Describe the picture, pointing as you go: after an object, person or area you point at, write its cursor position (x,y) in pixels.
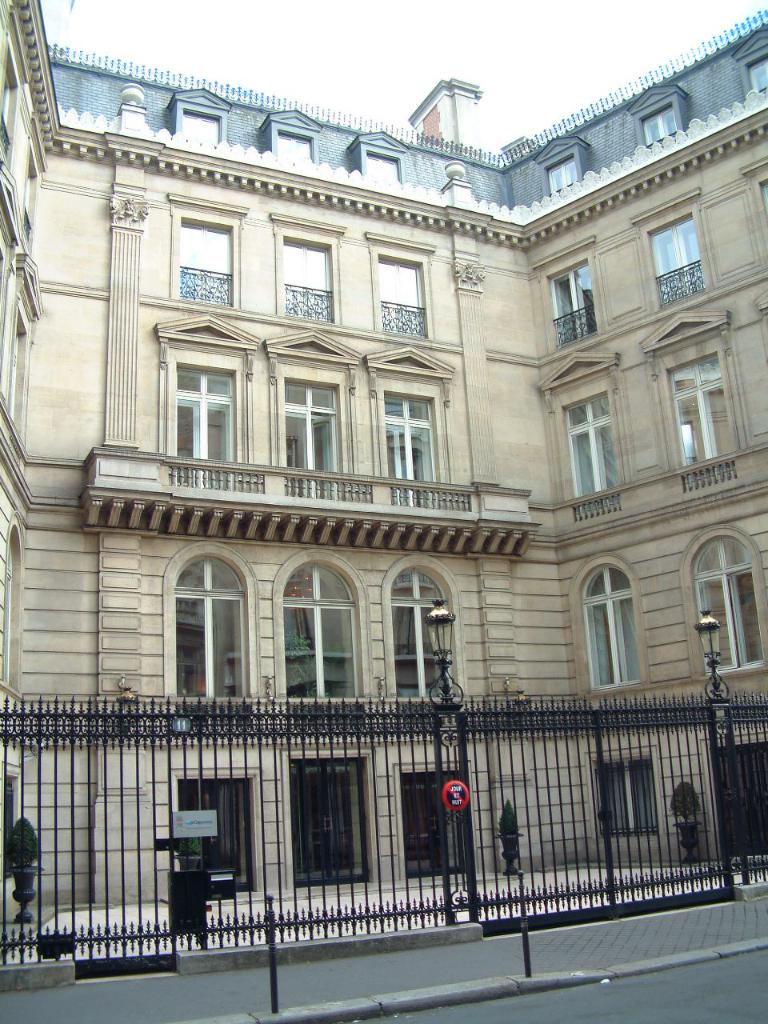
This is a building (451,458) with the windows (324,398), this is iron grill (415,798) and a sky (388,54).
